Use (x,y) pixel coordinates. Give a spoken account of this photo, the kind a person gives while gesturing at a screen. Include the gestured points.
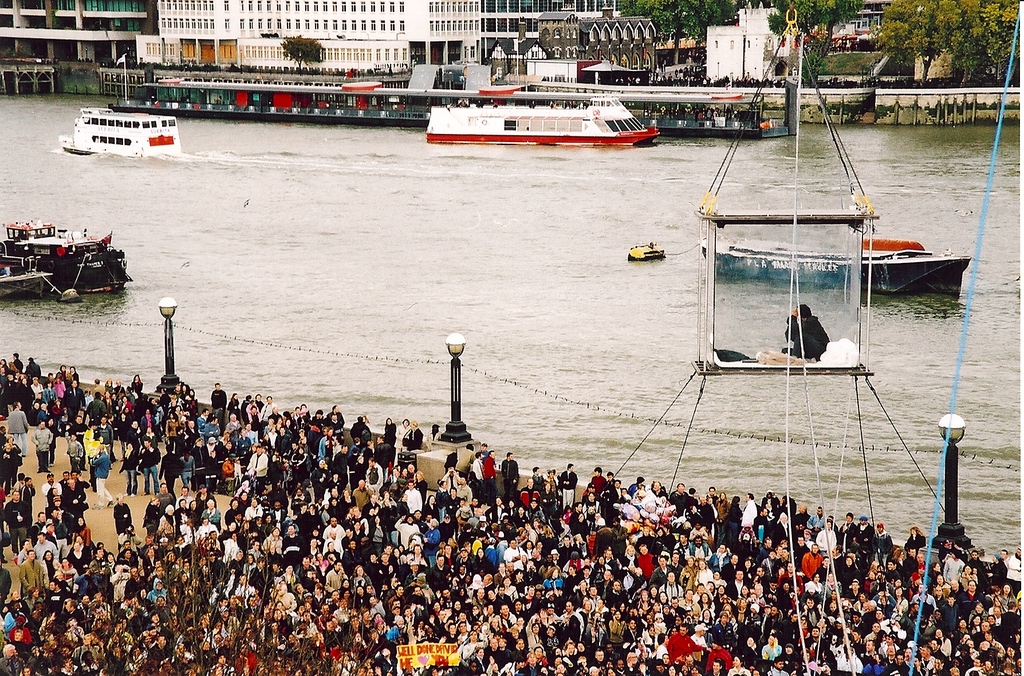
In this image we can see so many people (195,445), there are some ships (110,291) sailing on the water (288,179), we can see some poles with lights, in the background (29,34) we can see a few buildings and trees (812,66).
